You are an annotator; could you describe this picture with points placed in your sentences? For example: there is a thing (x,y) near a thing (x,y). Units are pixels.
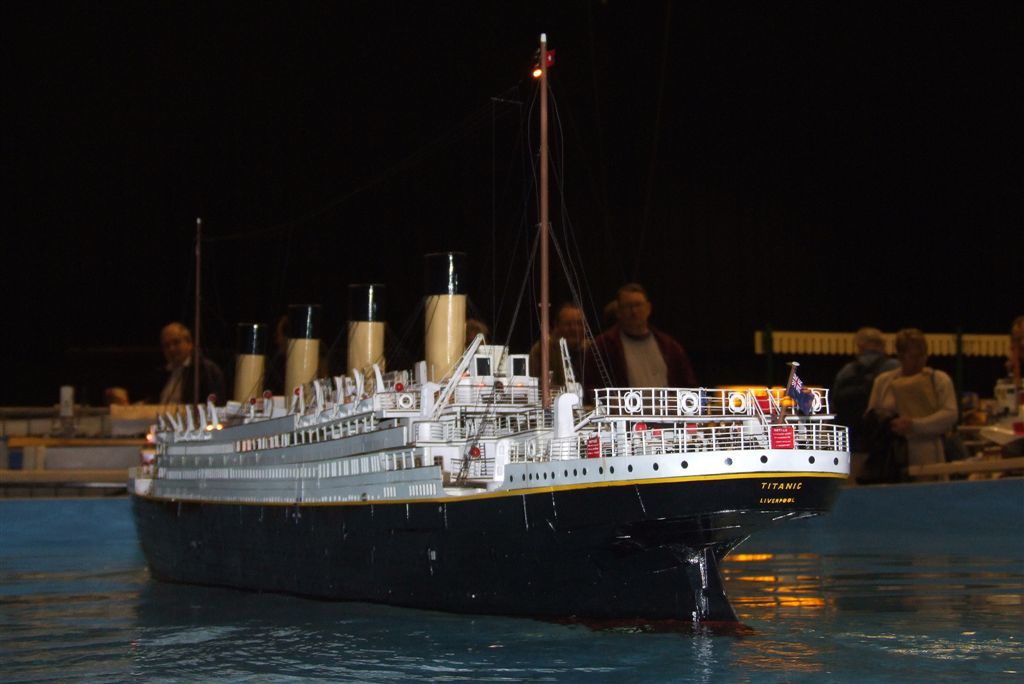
In this image I can see a ship (448,423) on the water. Back I can see few people (660,349) and background (120,27) is in black color.
